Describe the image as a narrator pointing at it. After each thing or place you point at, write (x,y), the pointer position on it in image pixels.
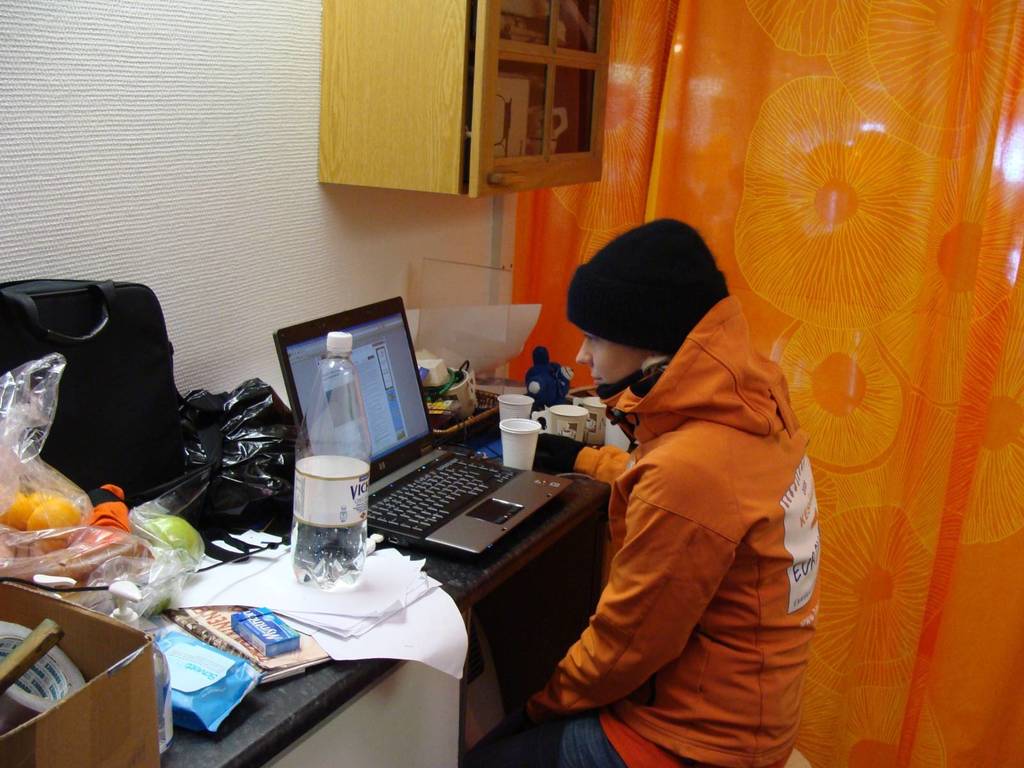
This man (678,380) is sitting on a chair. In-front of this man (647,382) there is a table (283,687). On a table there is a bottle (308,451), plastic cover (271,422), bag (134,370), laptop (392,470), cup (508,463) and things (250,628). This is a cupboard (509,166) with things (539,143). This is an orange curtain (817,98).
